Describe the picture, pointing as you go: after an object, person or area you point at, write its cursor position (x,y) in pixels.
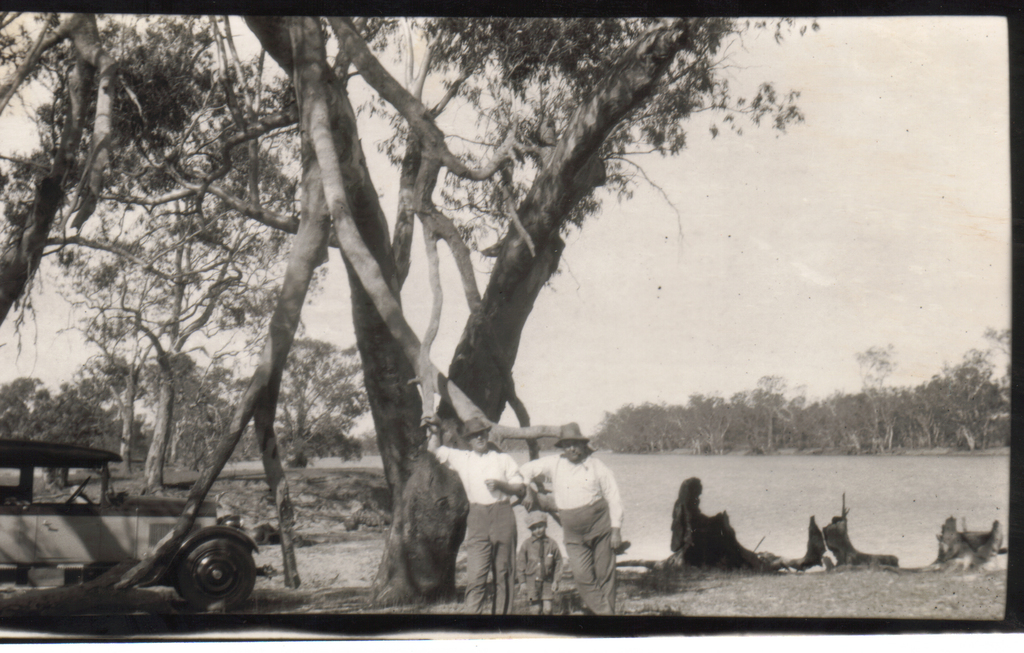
This is a black and white image, in this image there are two men (514,516) a kid (536,556) standing near a tree (430,458), beside the tree (430,465) there is a car (164,496), in the background (200,458) there are trees (914,415) and a lake (801,493).
